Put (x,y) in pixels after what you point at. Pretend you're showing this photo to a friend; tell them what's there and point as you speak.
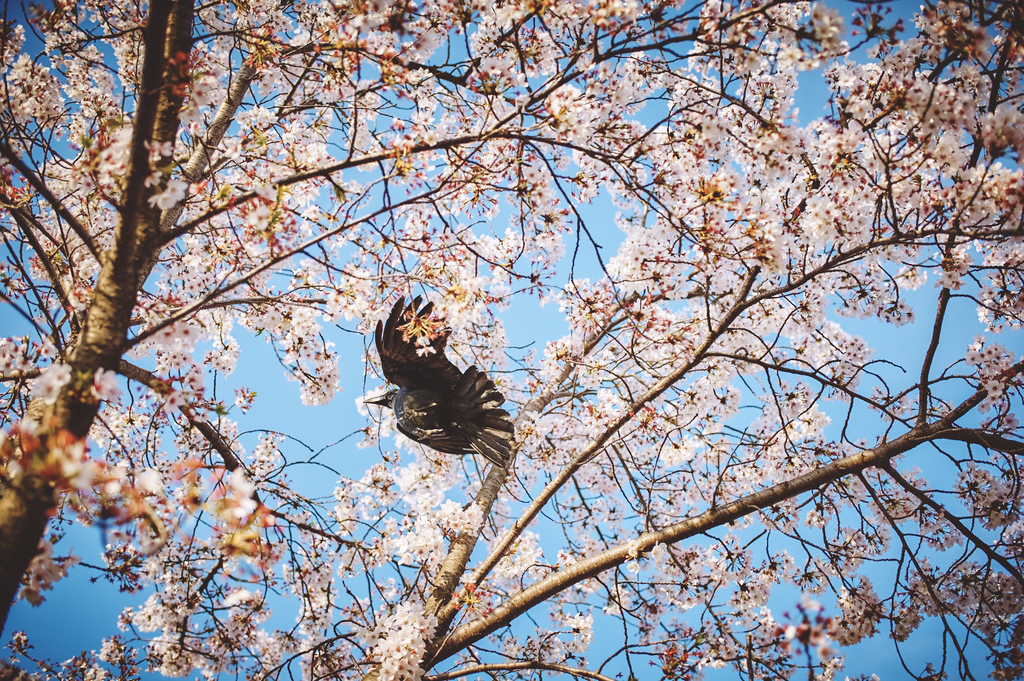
In the image there is a bird (434,381) flying in a tree (177,325) with pink flowers (298,348) and above its sky (303,406).
